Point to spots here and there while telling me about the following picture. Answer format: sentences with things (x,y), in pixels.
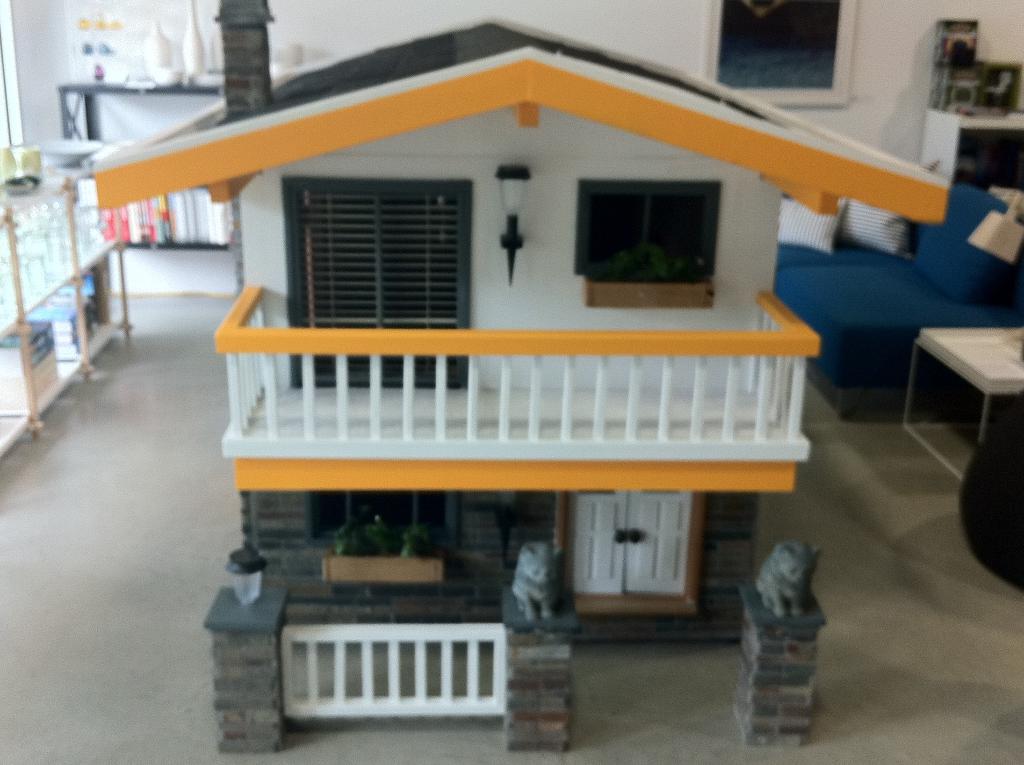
In this picture I can observe scale model (385,381) of a house (396,223) in the middle of the picture (665,255). On the right side (863,249) I can observe sofa (863,277). In the background (654,18) I can observe wall (627,45).
